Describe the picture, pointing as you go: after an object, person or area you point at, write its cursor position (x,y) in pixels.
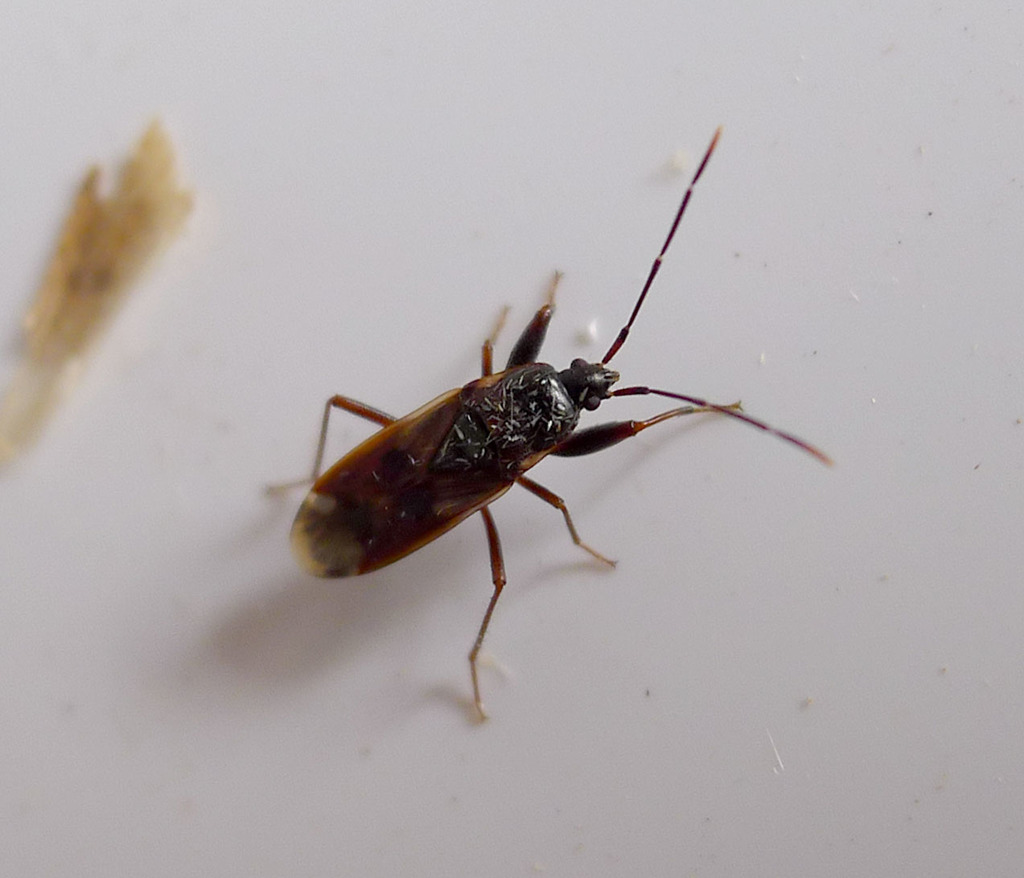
In this image we can see a bug (458,424).
